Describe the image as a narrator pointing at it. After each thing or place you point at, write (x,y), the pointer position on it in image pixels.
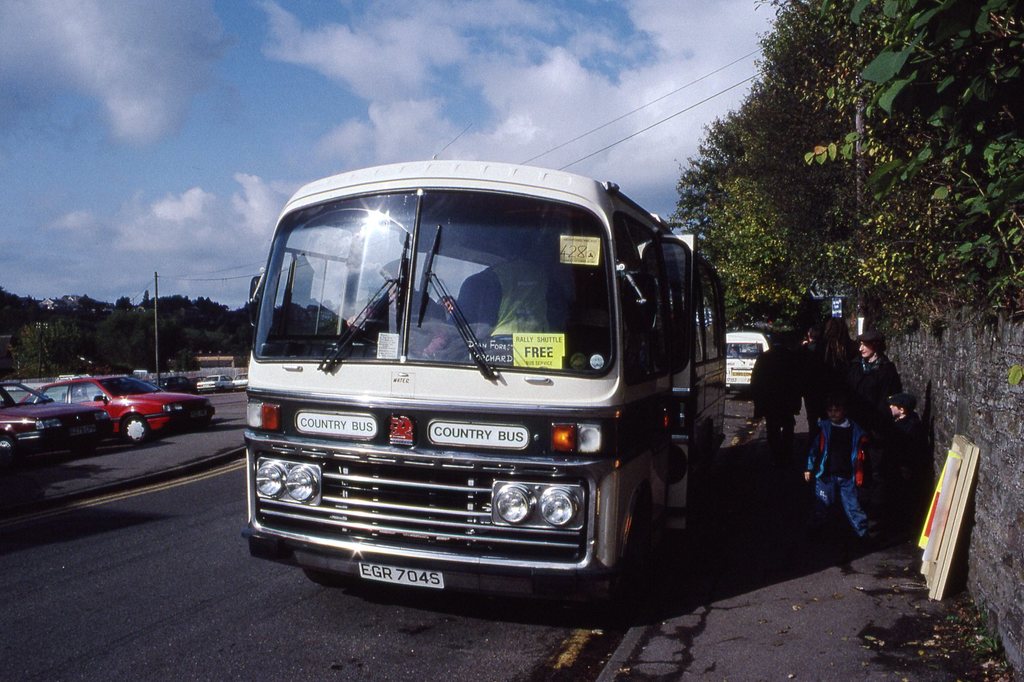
In the picture we can see a bus (500,411) on the road (641,602) beside it, we can see a path (694,594) with some people (863,372) are standing near the wall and behind the wall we can see some trees (924,240) and a pole (859,146) with wires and on the other side of the road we can see some cars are parked and far away from it we can see a pole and trees (79,341) and in the background (296,118) we can see the sky (436,125) with clouds (667,3).
